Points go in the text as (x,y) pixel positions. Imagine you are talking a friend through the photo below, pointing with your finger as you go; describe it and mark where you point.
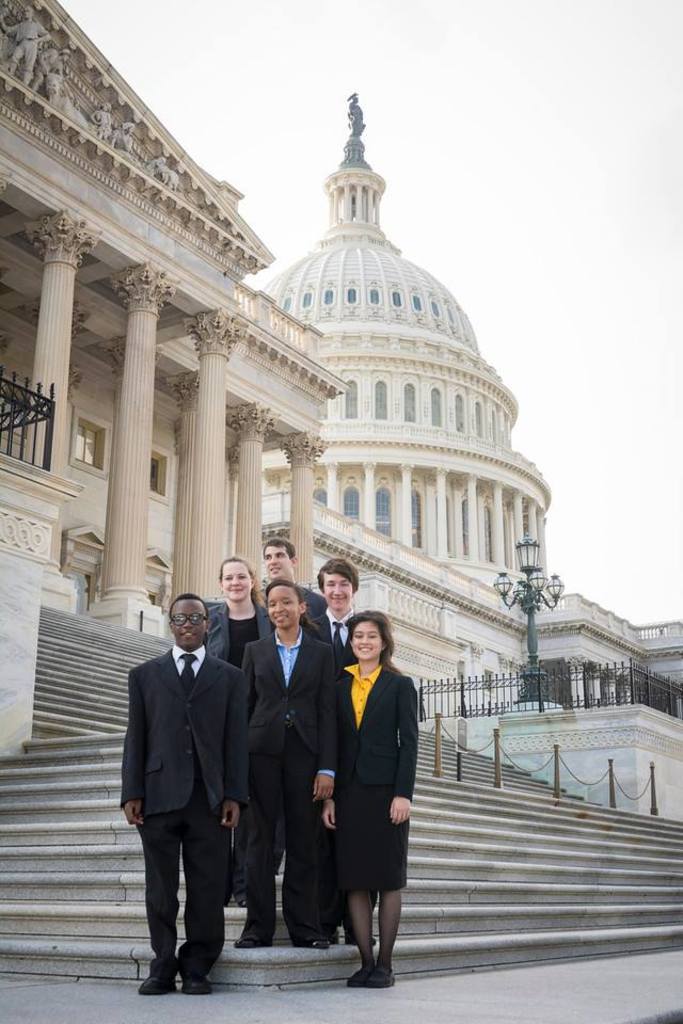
In this image I can see the group of people (225,774) with yellow, blue, black and white color dresses (260,691). In the background (474,597) I can see the buildings (474,597), light pole (500,573), railing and the sky (431,88).
